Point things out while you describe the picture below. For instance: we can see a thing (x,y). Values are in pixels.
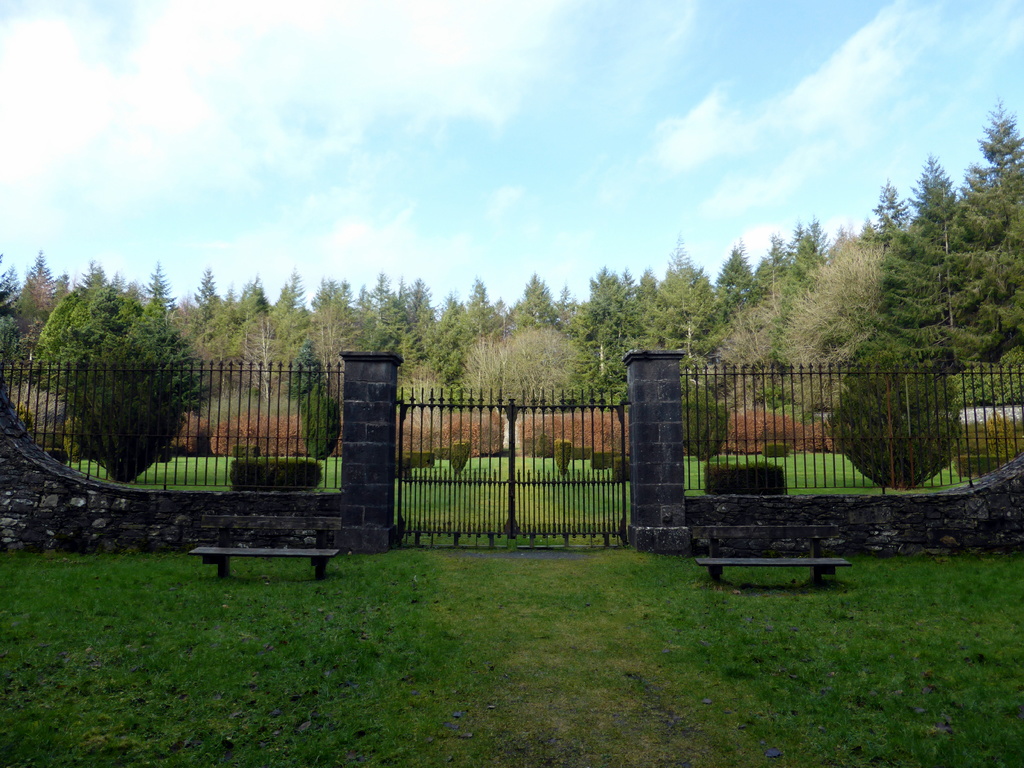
There are benches (705,562) on the grassland (733,727) in the foreground area of the image (541,729), there is a gate (586,416), a boundary (860,390), trees (619,357) and the sky (539,139) in the background (189,353).
